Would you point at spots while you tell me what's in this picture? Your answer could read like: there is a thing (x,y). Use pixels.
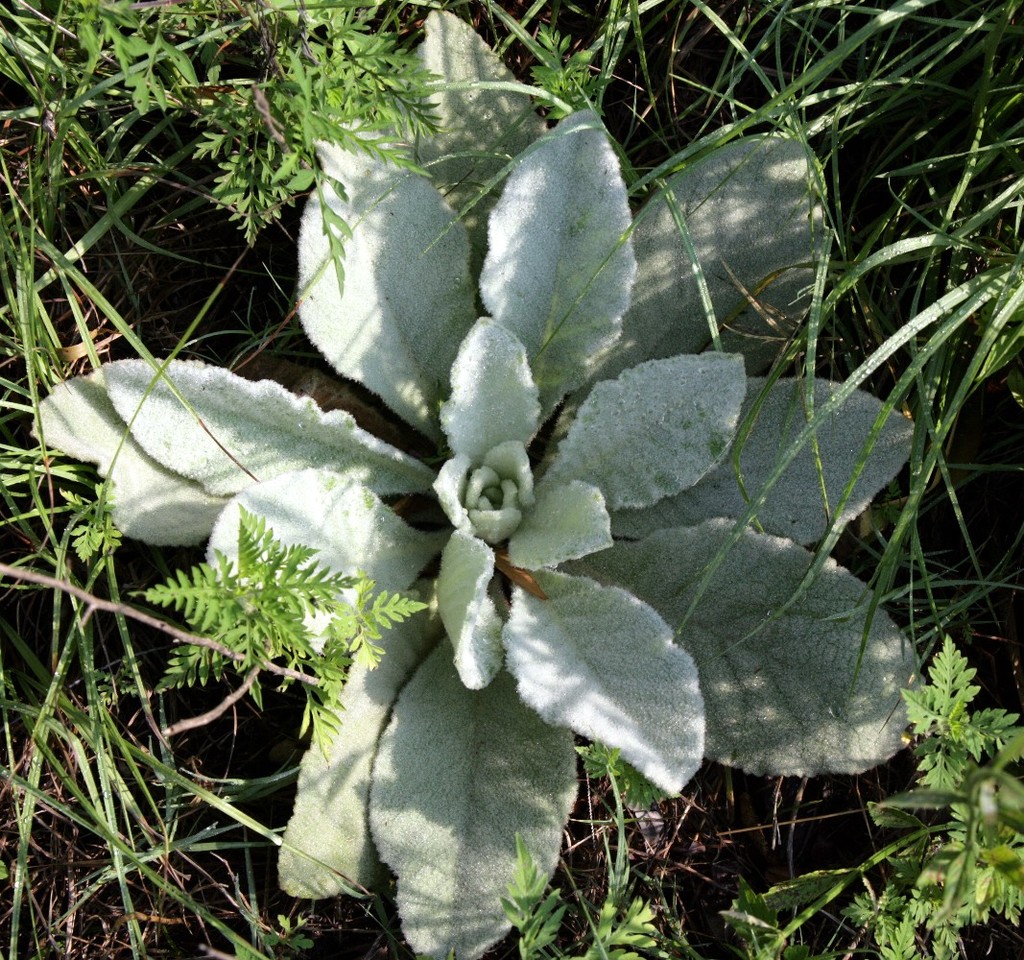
In this image on the ground (227,299) there are many plants (712,283) and grasses (963,274).
